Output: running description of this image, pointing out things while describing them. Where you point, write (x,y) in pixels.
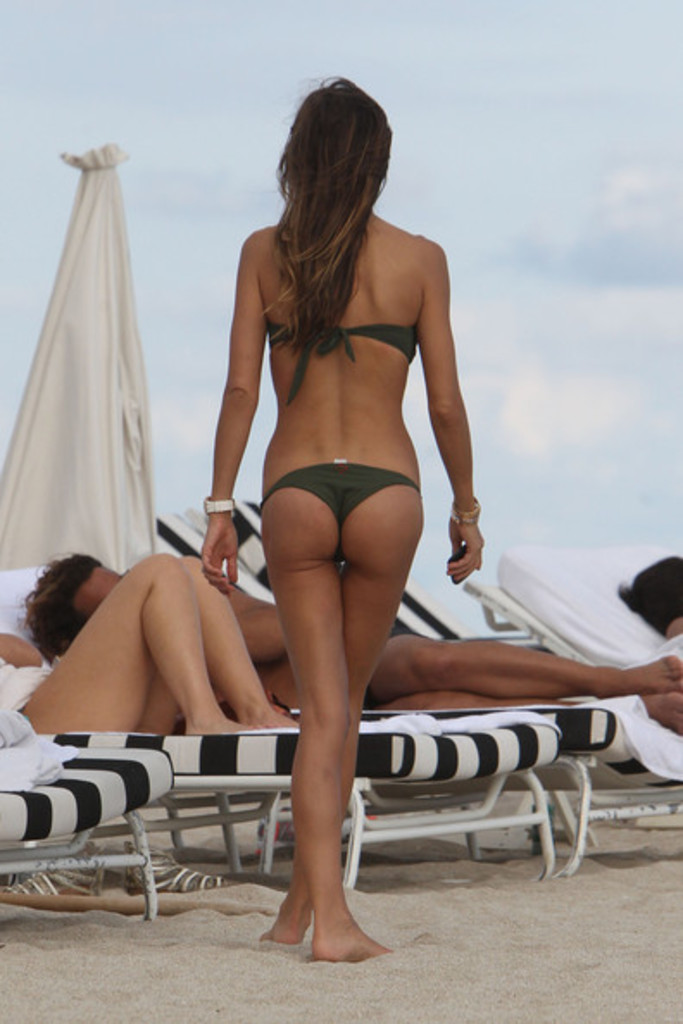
This picture is clicked outside the city. In the center (353,393) there is a woman (356,525) wearing a bikini (374,336) and walking on the ground (423,848) and we can see the group of people (453,657) lying on the beach chairs (214,744) and we can see the sandals (8,884) placed on the ground (534,943). In the background (100,216) there is a white color object (104,412) seems to be a tent (104,226) and we can see the sky (530,66).
